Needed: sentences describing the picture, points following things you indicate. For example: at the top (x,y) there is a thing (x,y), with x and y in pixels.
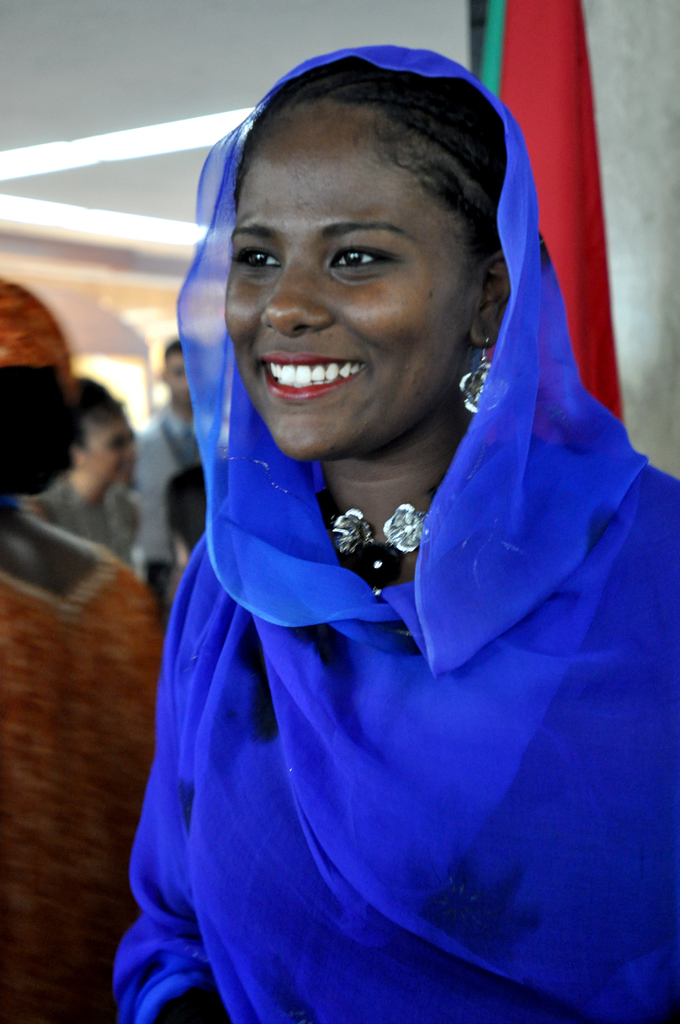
Here I can see a woman (292,539) wearing a blue color scarf (553,541), facing to the left side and smiling. In the background (80,530), I can see some more people (122,519). At the back of the woman (505,522) I can see a red color cloth (593,247). In the background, I can see the wall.
